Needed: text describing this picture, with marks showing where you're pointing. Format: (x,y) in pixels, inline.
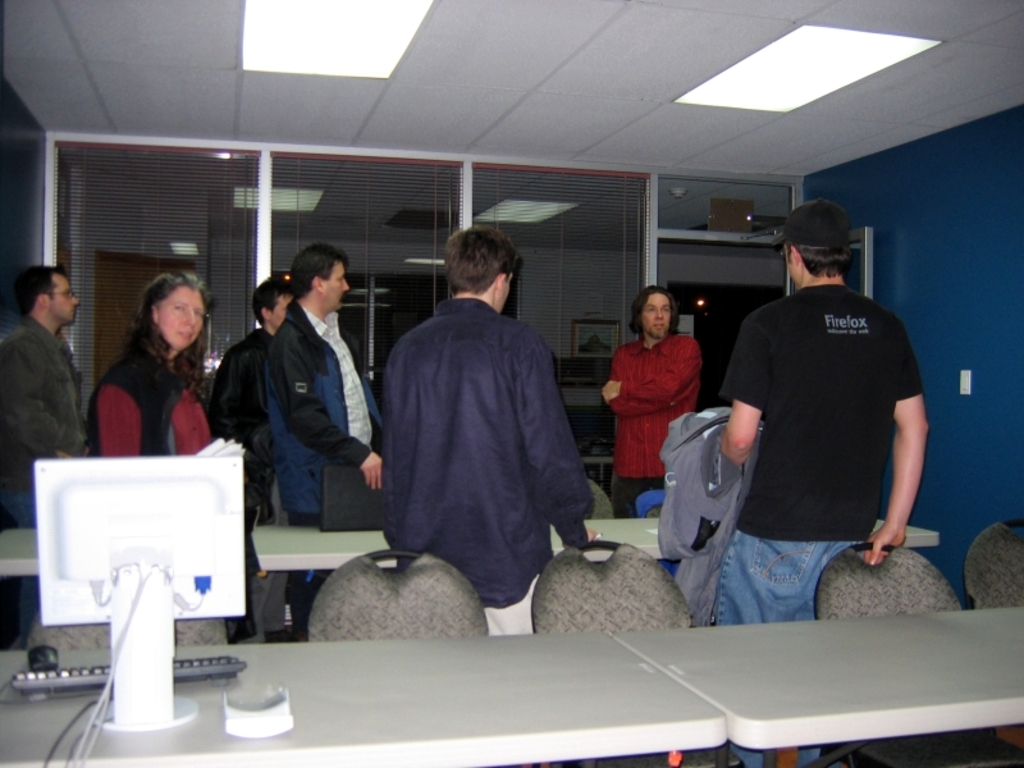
The image looks like it is clicked inside the office (703,184). There are seven persons (106,377) in this image. One lady (121,437) and six men (816,437). In the front (115,635) there is a table (105,754) on which there is a computer (231,560) along with keyboard (38,687) and mouse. To the left (27,381) the man (35,369) standing is wearing a gray color jacket (5,429). To the right (859,376) the man (839,379) standing is wearing a black t-shirt (828,450) and blue jeans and holding a jacket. In the background (196,190) there is a glass partition (449,185). To the top (498,75) there is a roof (606,86) with lights (391,54).
